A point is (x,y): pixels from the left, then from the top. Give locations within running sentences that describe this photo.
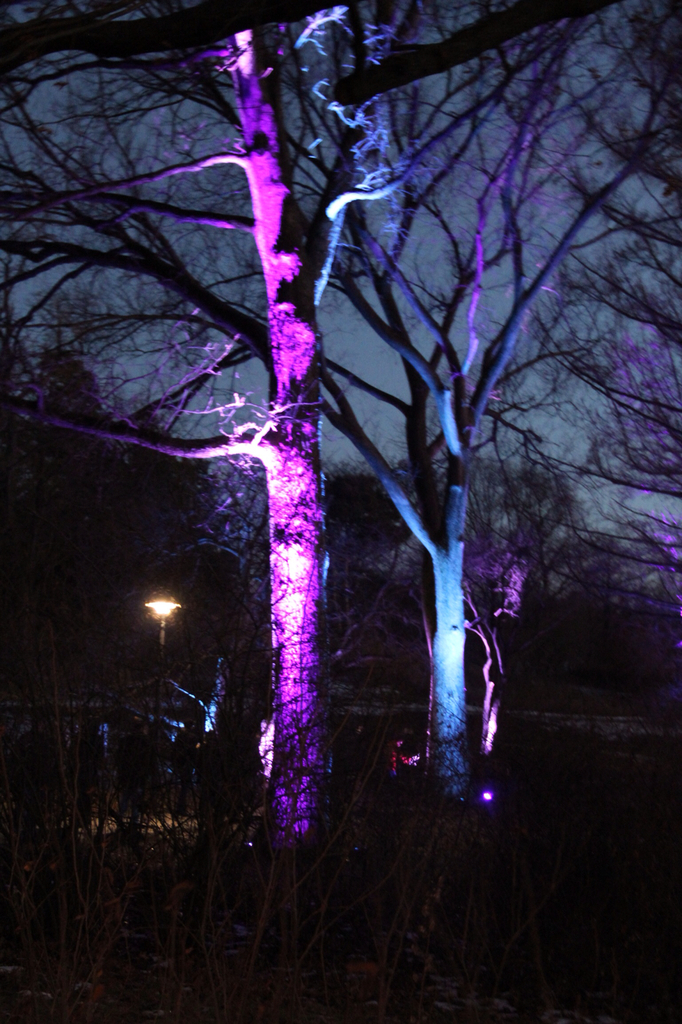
This image is taken outdoors. This image is a little dark. At the top of the image (466,121) there is the sky (500,111). In the middle of the image (290,520) there are many trees (283,451) with stems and branches (277,418). There is a street light (163,690).
